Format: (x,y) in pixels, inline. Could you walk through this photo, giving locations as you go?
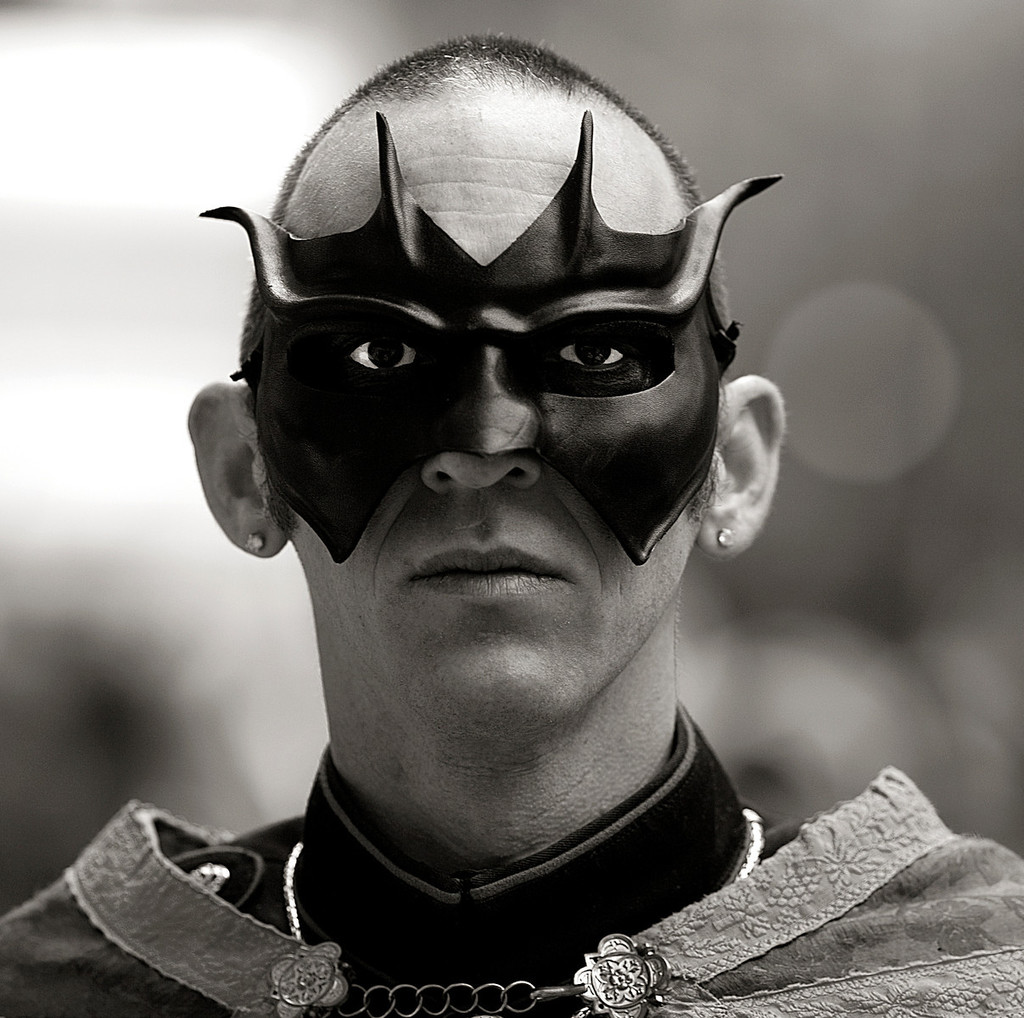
This is a black and white picture. Here we can see a person (698,458) and he wore a mask (597,300). There is a blur background (909,722).
